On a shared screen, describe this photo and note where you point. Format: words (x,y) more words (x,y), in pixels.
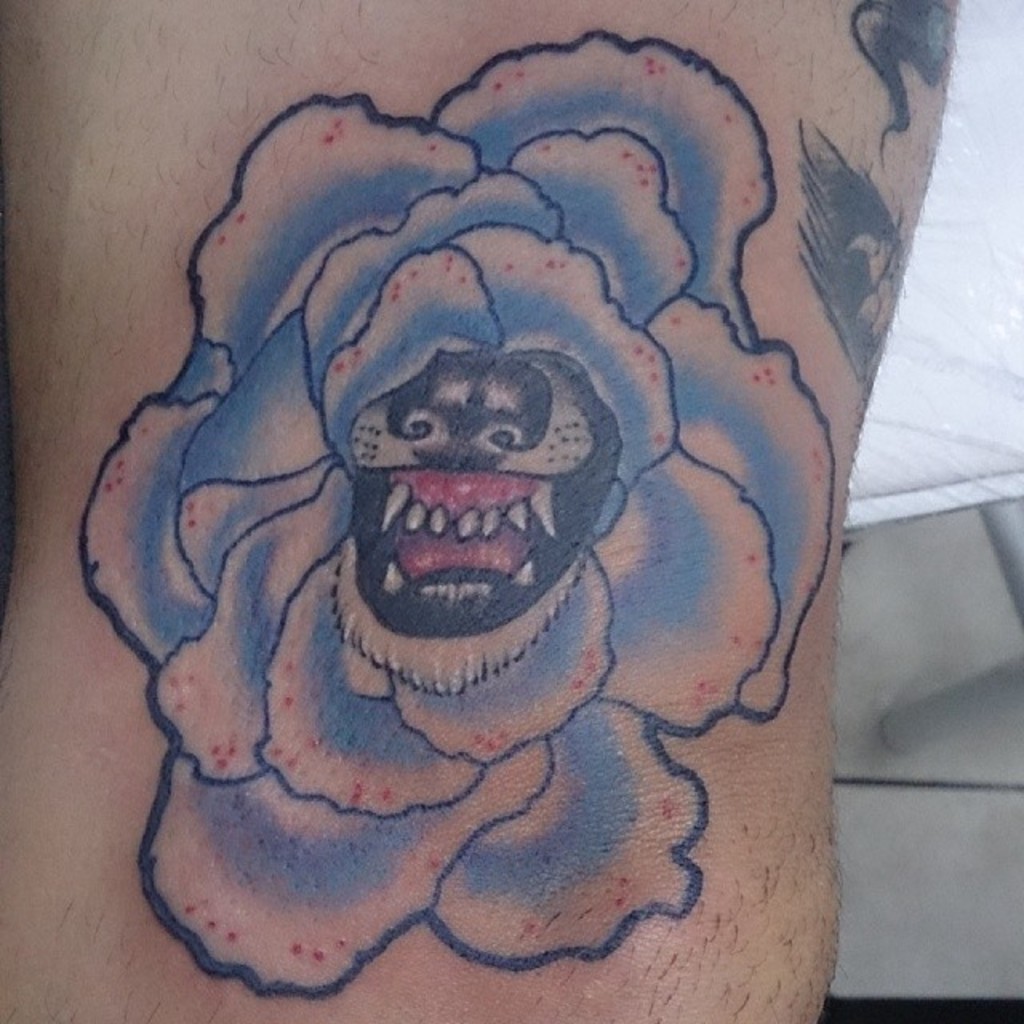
In this picture I can observe a tattoo (647,515) on the human body (455,654). The tattoo (342,600) is in blue and black colors.
